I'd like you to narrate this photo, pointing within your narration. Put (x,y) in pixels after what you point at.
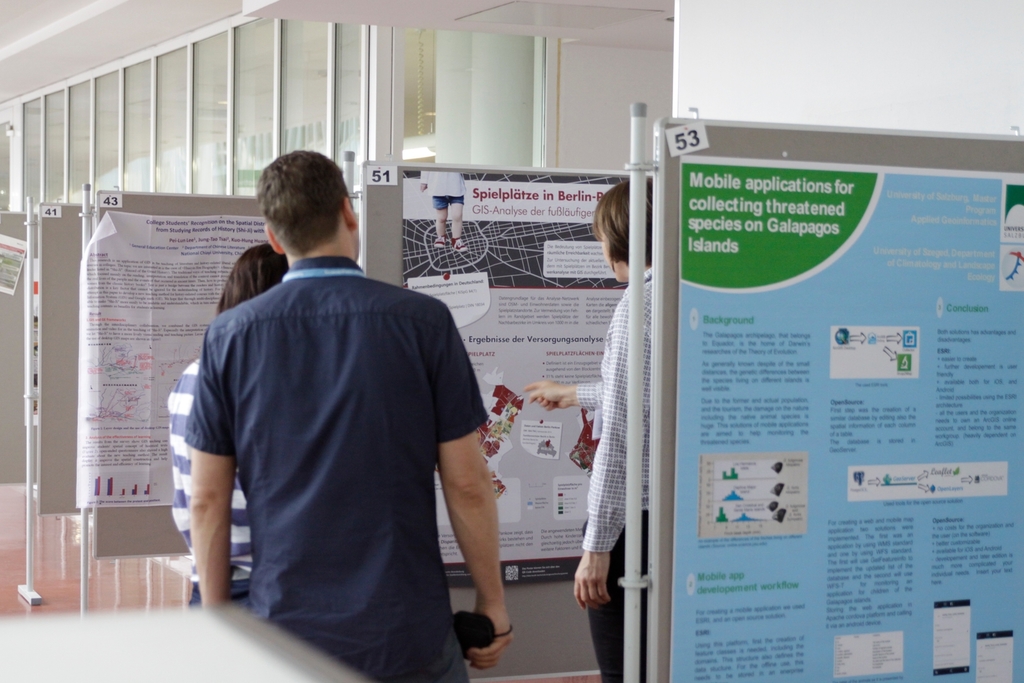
In this picture I can see three persons (381,598) standing, there are boards (676,174) with posters (549,283), and in the background (442,83) there are windows (264,51) and a wall (755,26).
